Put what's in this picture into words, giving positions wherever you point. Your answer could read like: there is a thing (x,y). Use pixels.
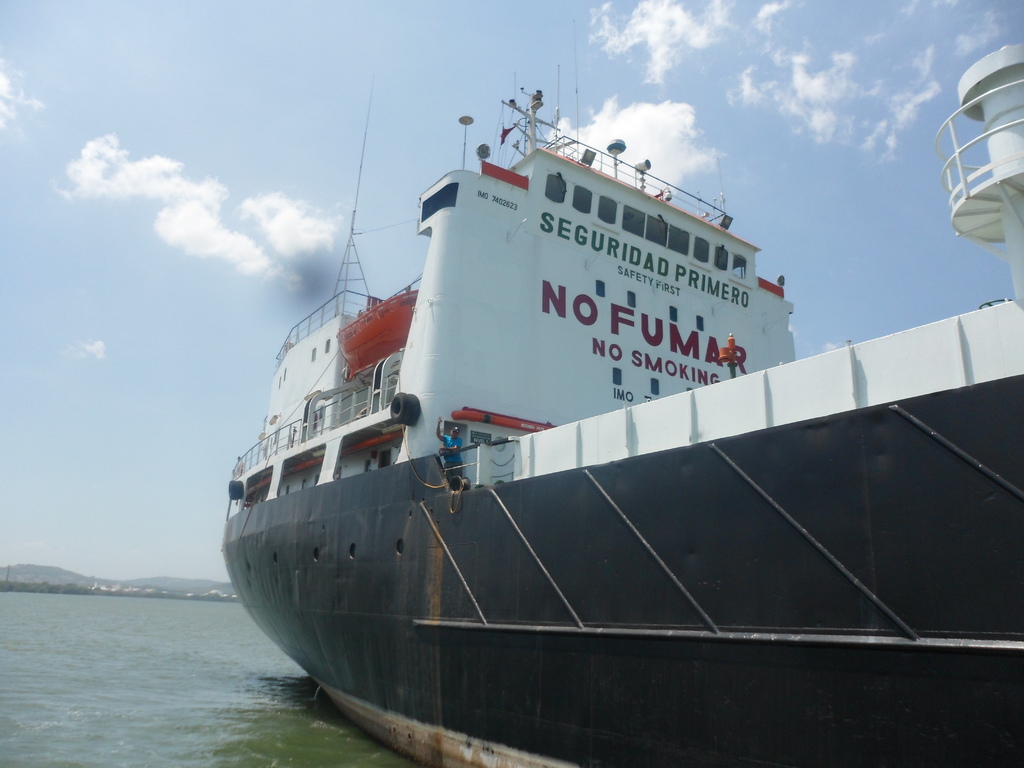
In this image I can see a ship (387,526) on the water (137,679). At the top of the image (270,81) I can see the sky (281,127) and clouds (195,222). In the background (39,575) there are few hills (150,582) and trees (32,587).
